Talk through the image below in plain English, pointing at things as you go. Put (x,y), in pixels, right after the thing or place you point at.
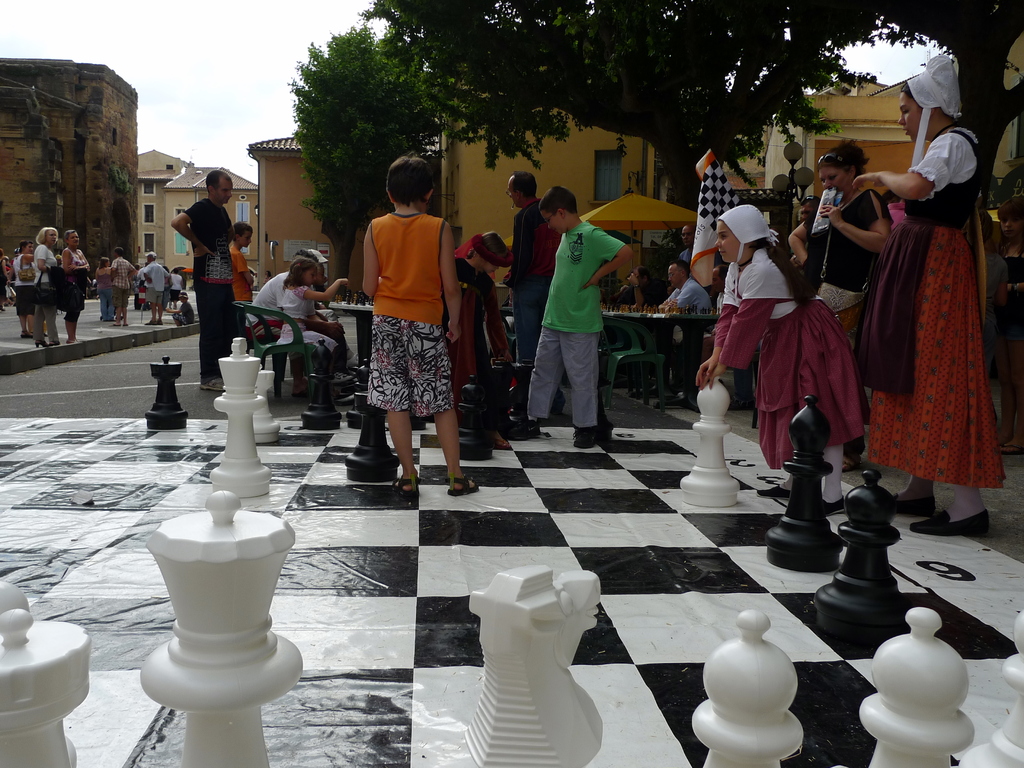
In the picture we can some children (577,385) and a people (207,300) standing on the road (36,375) and we can also see some painting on the floor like a chess board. In the background (19,211) we can see some buildings (35,203), houses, trees (556,89), and sky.
